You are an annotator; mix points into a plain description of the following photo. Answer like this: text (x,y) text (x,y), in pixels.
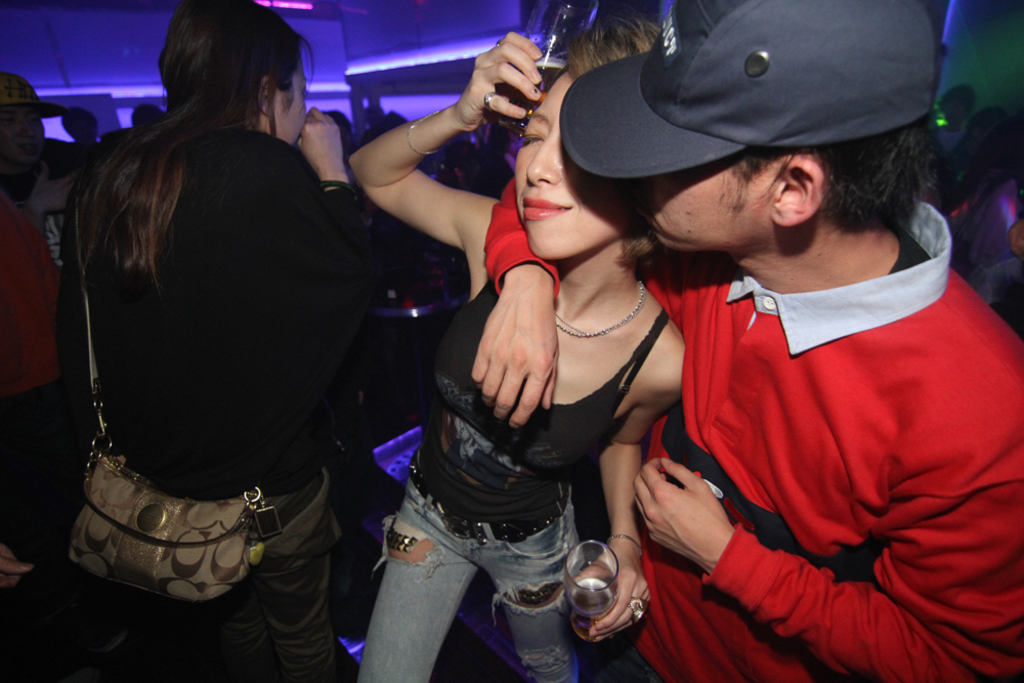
In this image there are some persons (438,482) standing in middle of this image (454,370). The person (471,371) standing in middle of this image (484,399) is holding a glass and the person (234,370) is left side (223,376) to her is holding a handbag (165,526) and the person (713,75) at right side (731,77) is wearing a cap (726,91) and there is a wall (322,94) in the background (144,74).
